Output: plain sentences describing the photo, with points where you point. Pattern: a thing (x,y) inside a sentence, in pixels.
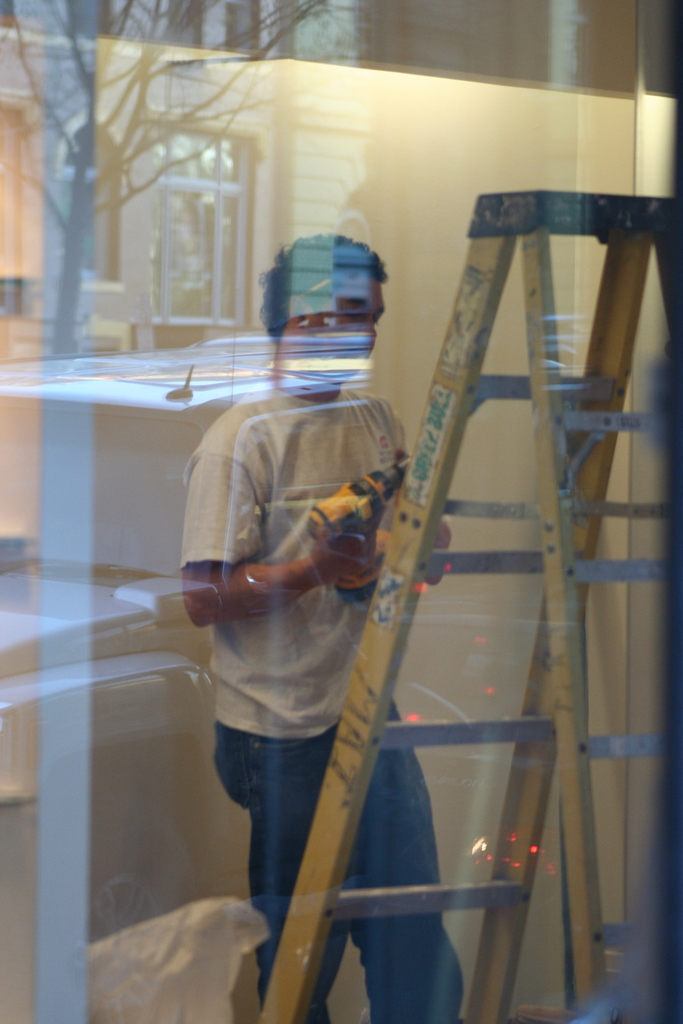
In this image there is a glass door (125,471), inside the glass door (167,611) there is a person (225,617) holding a drilling machine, there is a ladder (381,596) and a white color object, on the glass door (200,419) there are reflections (212,208) of a tree (216,118) and a building (209,329).
